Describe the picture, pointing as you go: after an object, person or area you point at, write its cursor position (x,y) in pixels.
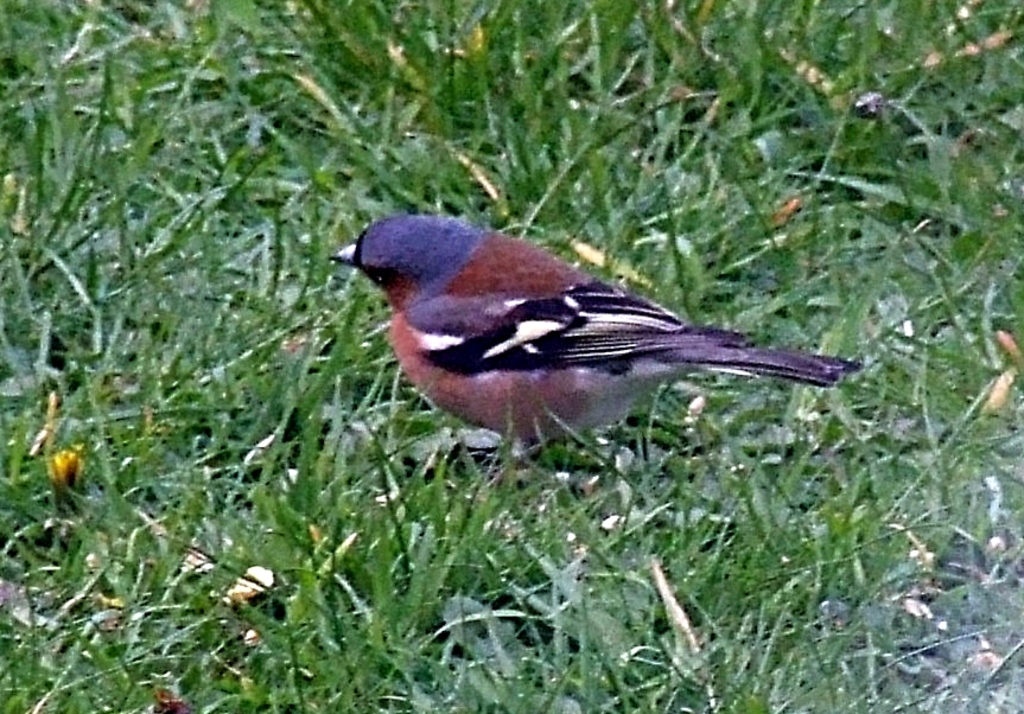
In this image we can see a bird (504,329) standing on the surface of a grass (660,573).
